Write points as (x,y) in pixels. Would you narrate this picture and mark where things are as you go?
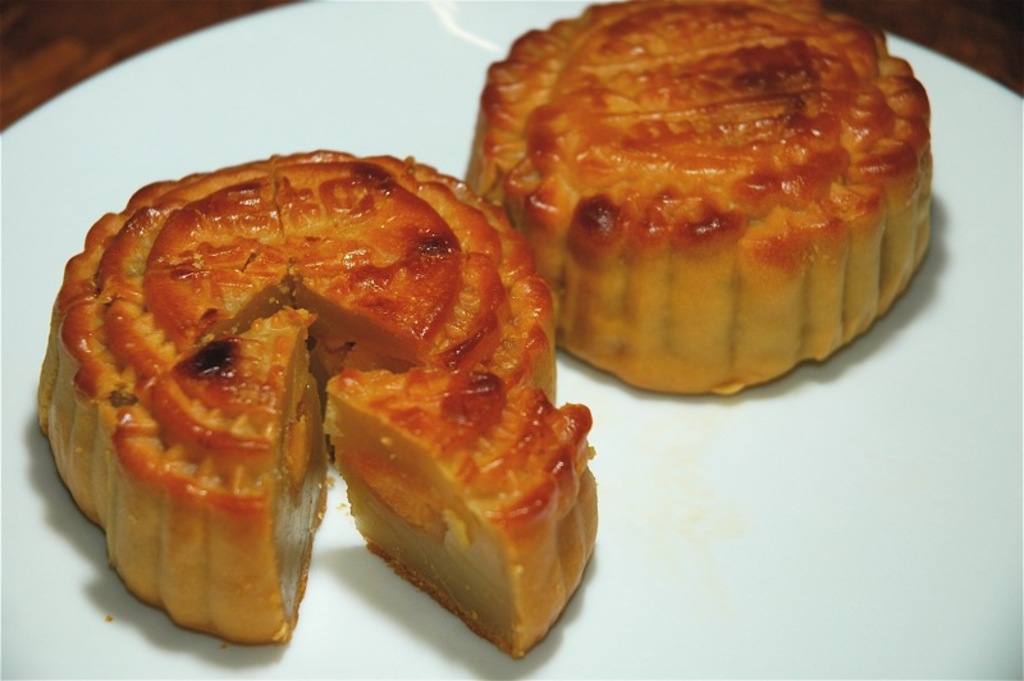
In this picture we can see food (695,211) in a plate (414,132) on the wooden platform (931,30).
